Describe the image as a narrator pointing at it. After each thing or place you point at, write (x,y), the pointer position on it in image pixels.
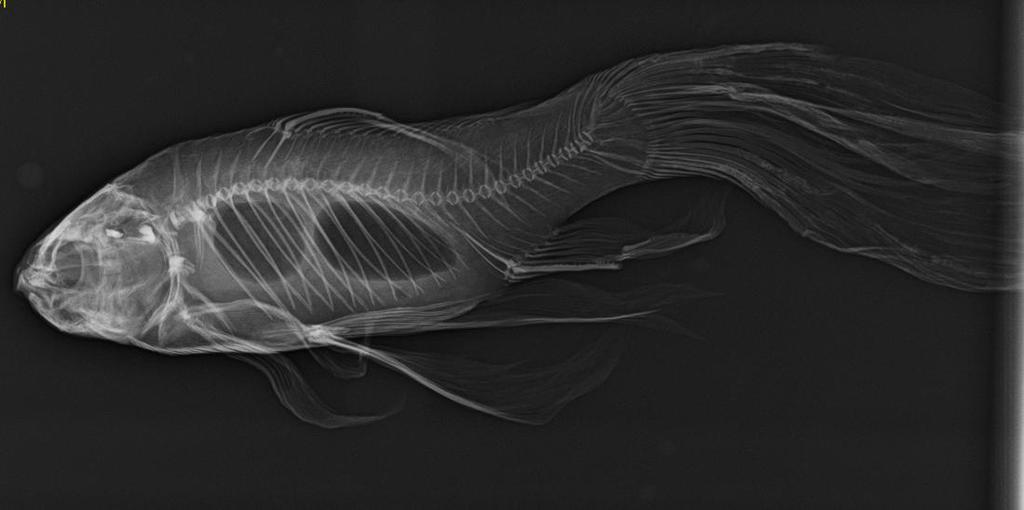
There is a fish skeleton (517,142) in the foreground of the image (414,237) and the background (769,306) is black.
